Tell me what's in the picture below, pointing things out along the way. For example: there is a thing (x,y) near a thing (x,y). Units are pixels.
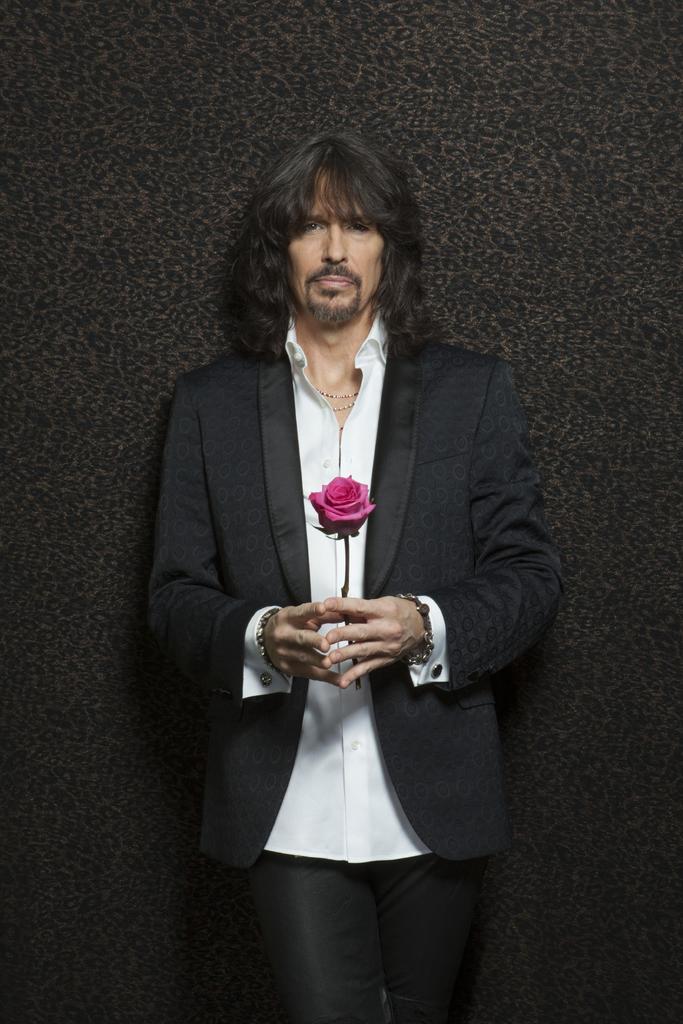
In this picture there is a man (460,917) who is standing in the center of the image (336,426), by holding a rose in his hands (340,677).
